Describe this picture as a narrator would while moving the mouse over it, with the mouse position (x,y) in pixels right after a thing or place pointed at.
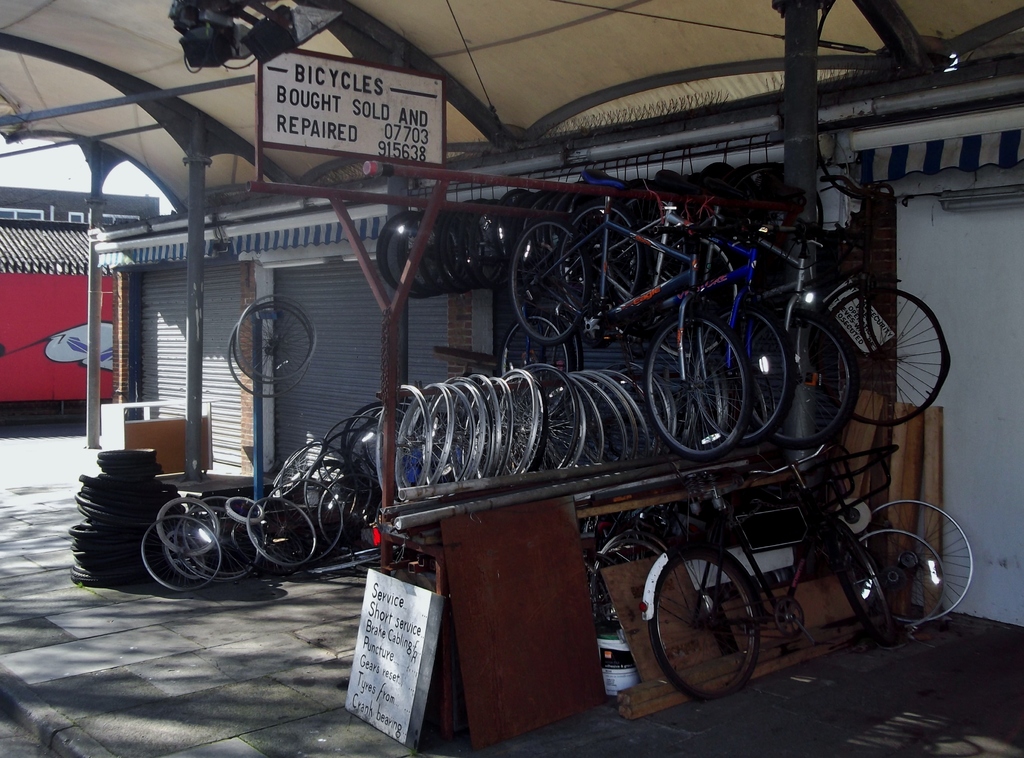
This is a mechanic shop (450,391) where we can see tires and rims (258,552) on the ground (160,666) and there are bicycles (683,280) and rims (511,454) hanging to a pole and there are two boards (395,125) with text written on it and we can see wooden boards (531,668), bucket (612,675) and some other items (773,518). In the background (53,396) there are buildings (66,299), sky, poles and a wall (83,406).
